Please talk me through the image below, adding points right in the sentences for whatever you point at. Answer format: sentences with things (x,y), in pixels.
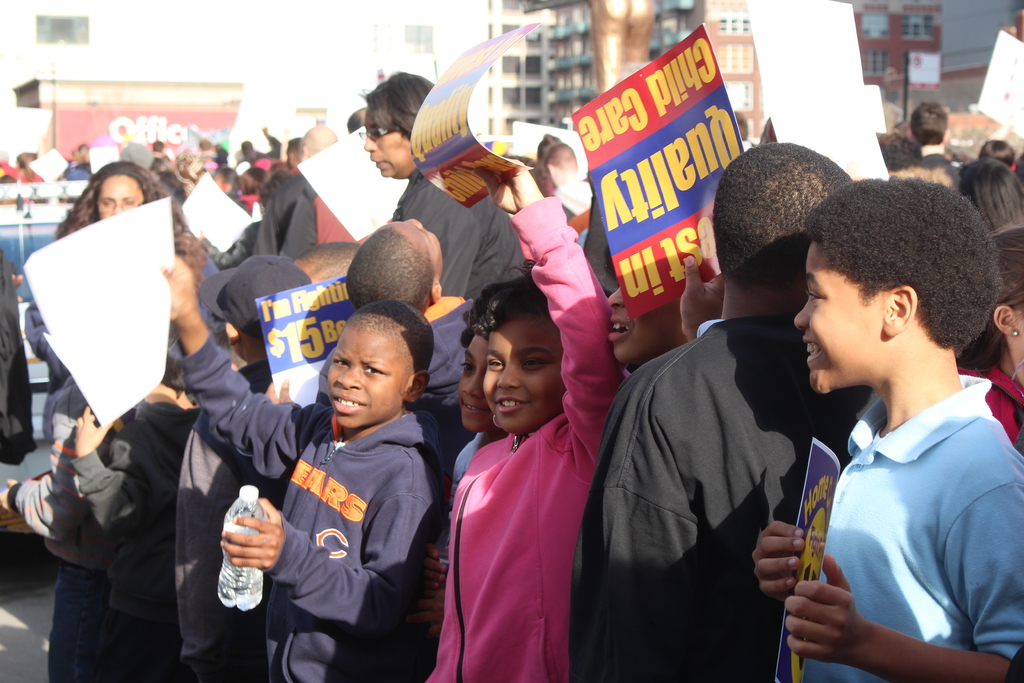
In this image, we can see kids (532,356) wearing clothes (910,427) and holding placards (127,310). There is a building (758,105) at the top of the image (513,102).
